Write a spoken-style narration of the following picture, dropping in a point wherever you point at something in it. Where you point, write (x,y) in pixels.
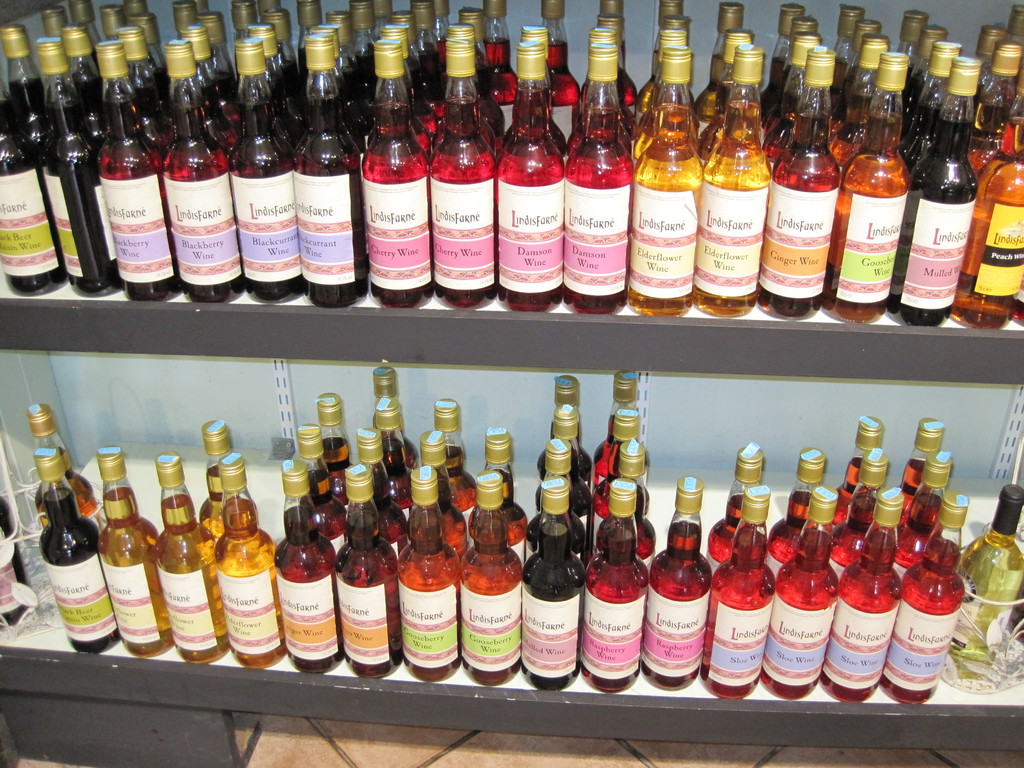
In this image there are two shelves (81,655) on which there are so many wine bottles (349,210) kept on it.
